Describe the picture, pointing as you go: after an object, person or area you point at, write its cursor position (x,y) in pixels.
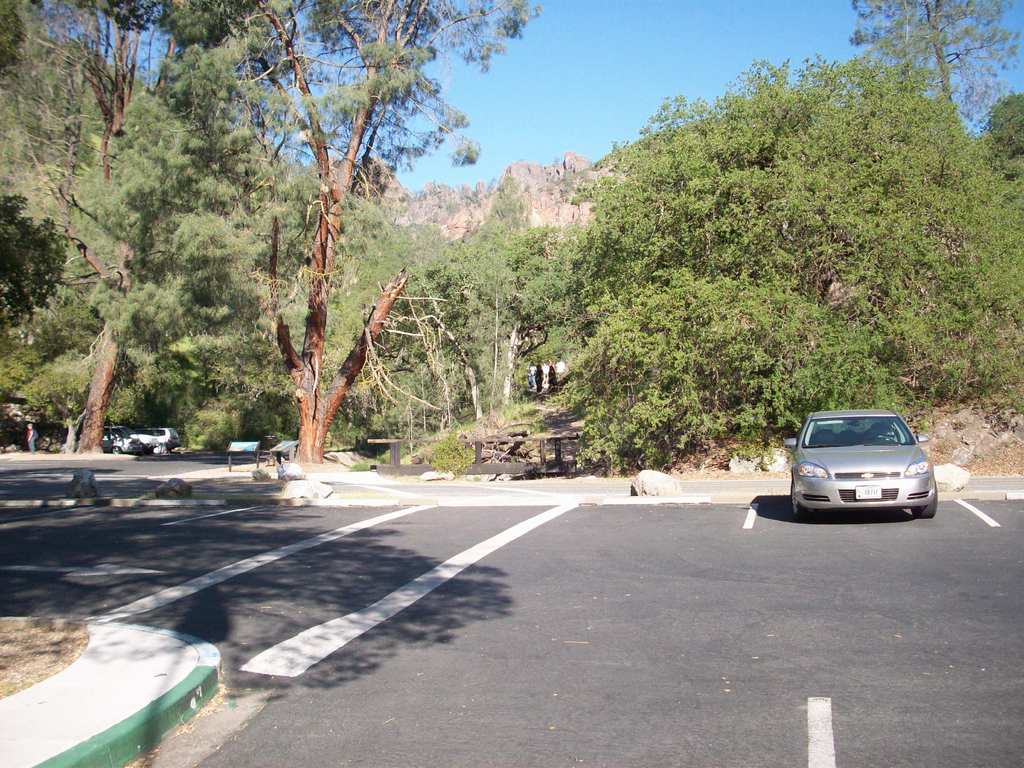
In this picture, we see few trees (500,263) and a hill (443,219) and few cars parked and looks like a human (28,438) standing on the sidewalk (28,454) and a wooden bridge (397,465) and couple of display boards (259,448).
